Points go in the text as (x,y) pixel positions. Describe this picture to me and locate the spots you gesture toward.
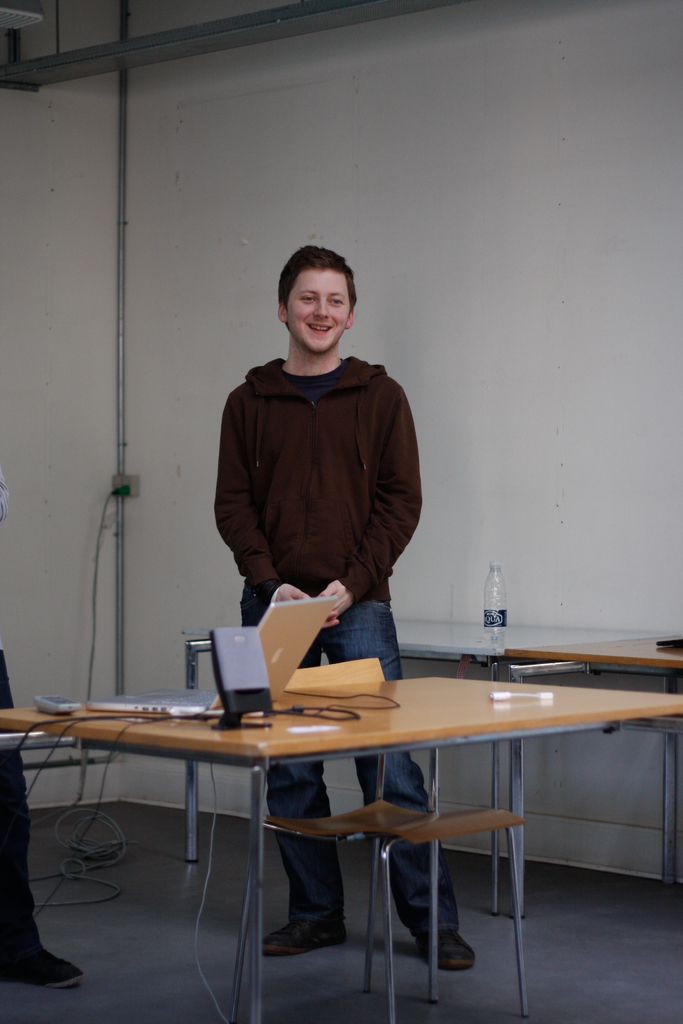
In the center (286,547) we can see one person (333,407) is standing and he is smiling. And on the table (362,699) we can see objects (255,682). and coming to the background (447,176) there is wall (366,173).
